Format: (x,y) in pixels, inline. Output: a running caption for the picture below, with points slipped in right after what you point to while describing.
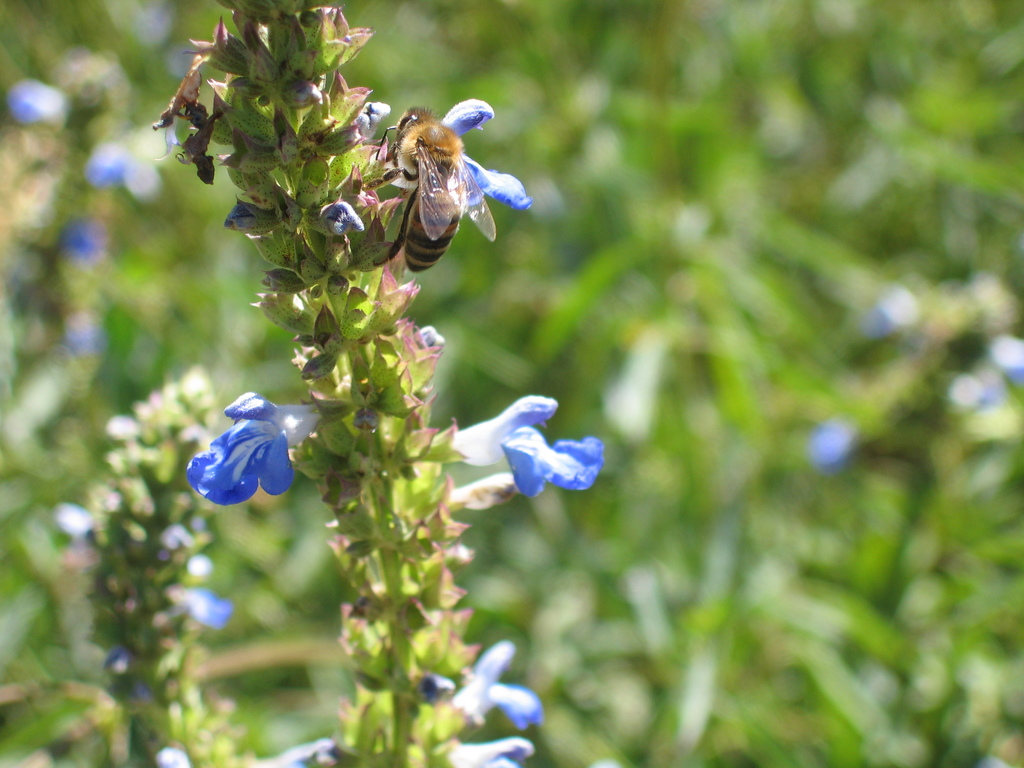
In this image there is a bee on a plant (384,476).
